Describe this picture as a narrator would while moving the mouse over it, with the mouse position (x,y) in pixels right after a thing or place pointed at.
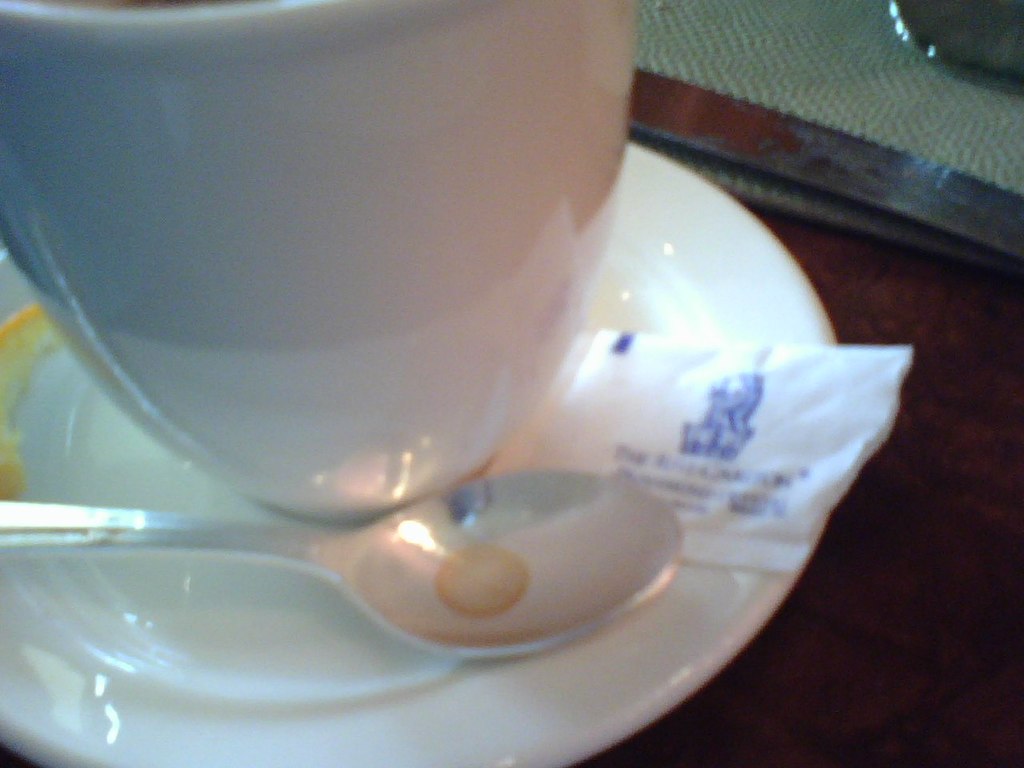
In the center of the image (345,507) there is a cup (27,265) and a saucer (49,738) on the table (951,751). There is a spoon (3,523).
